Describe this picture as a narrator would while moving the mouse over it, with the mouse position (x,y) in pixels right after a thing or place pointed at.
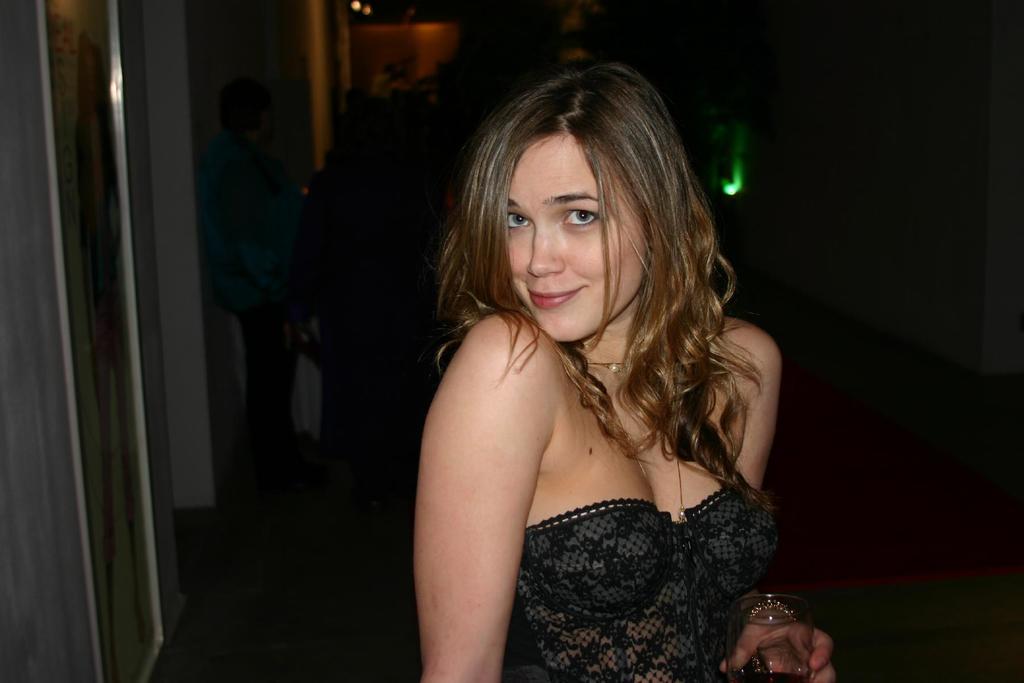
In this image we can see a lady (519,502) holding a glass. In the background of the image (353,255) there are people (364,175). There is a wall (1,270) to the left side of the image (162,386). To the right side of the image (884,132) there is wall (899,122) with light (733,160). At the bottom of the image (962,609) there is floor (963,609) with red color carpet (829,520) on it.
